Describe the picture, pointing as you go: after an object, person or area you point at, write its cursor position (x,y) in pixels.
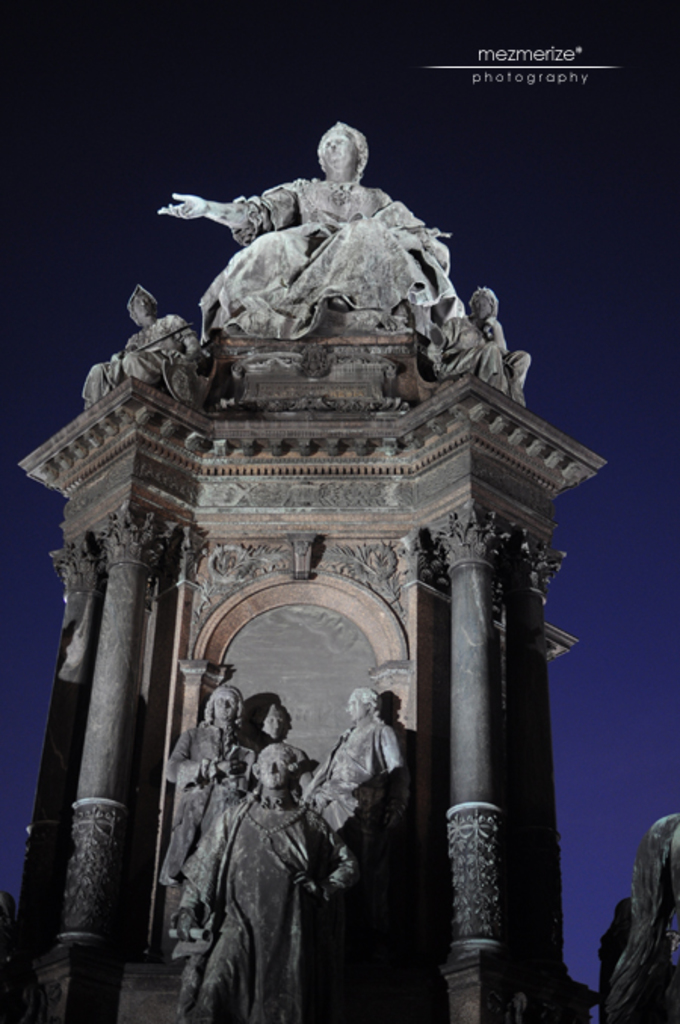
In this picture I can see that statues (319,267) on this monument (312,473). At the top (237,320) I can see other structures (274,244) which are kept near to the pillars (493,864). In the back (646,442) I can see the sky (662,645). In the top right corner (506,49) there is a watermark (620,66).
